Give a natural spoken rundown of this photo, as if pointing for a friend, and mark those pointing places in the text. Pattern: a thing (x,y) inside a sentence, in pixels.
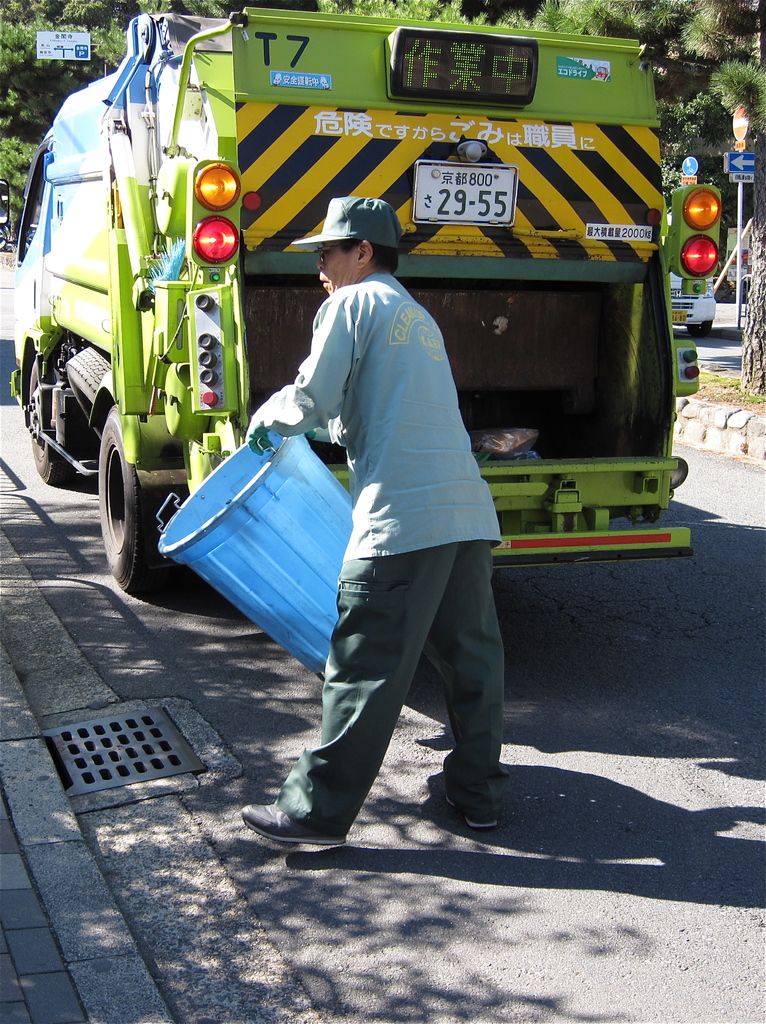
In the picture we can see a man (421,565) standing and holding a bucket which is blue in color and behind him we can see a truck (76,246), which is green in color with some lights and in the background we can see some poles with direction board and some trees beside it.
